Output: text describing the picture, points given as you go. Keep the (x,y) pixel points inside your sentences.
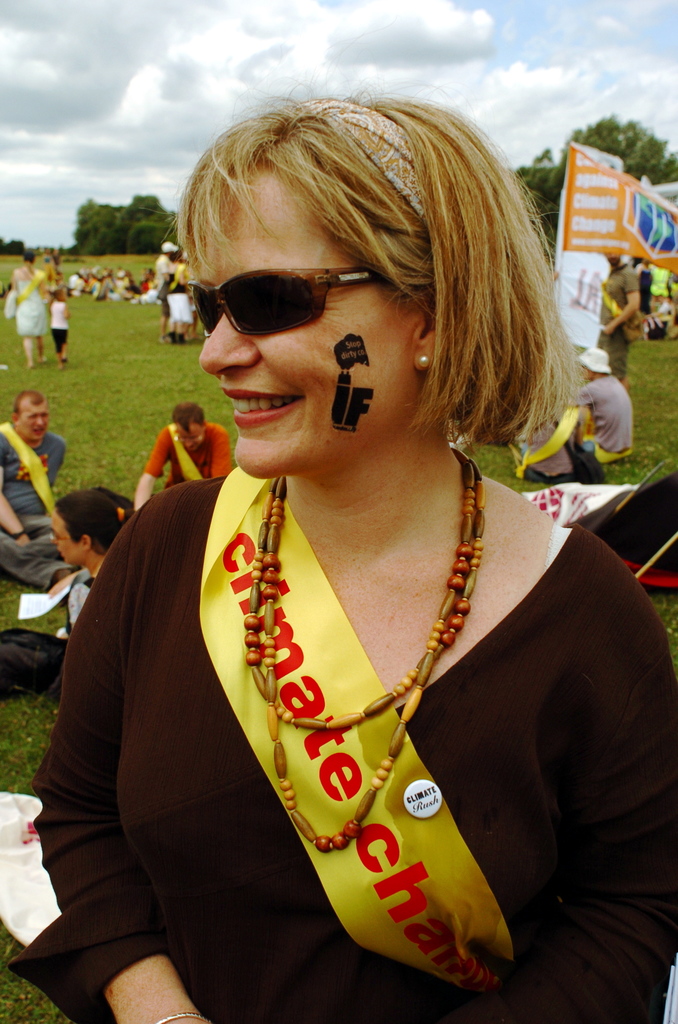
In this picture we can see a woman (257,693) with the sash (247,569) and goggles (269,294). Behind the woman (229,594) some people (97,564) are sitting, some people (54,332) are walking and some people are standing on the grass (188,357). Behind the people (200,430) there is a banner (603,213), trees (135,235) and the sky (439,72).
